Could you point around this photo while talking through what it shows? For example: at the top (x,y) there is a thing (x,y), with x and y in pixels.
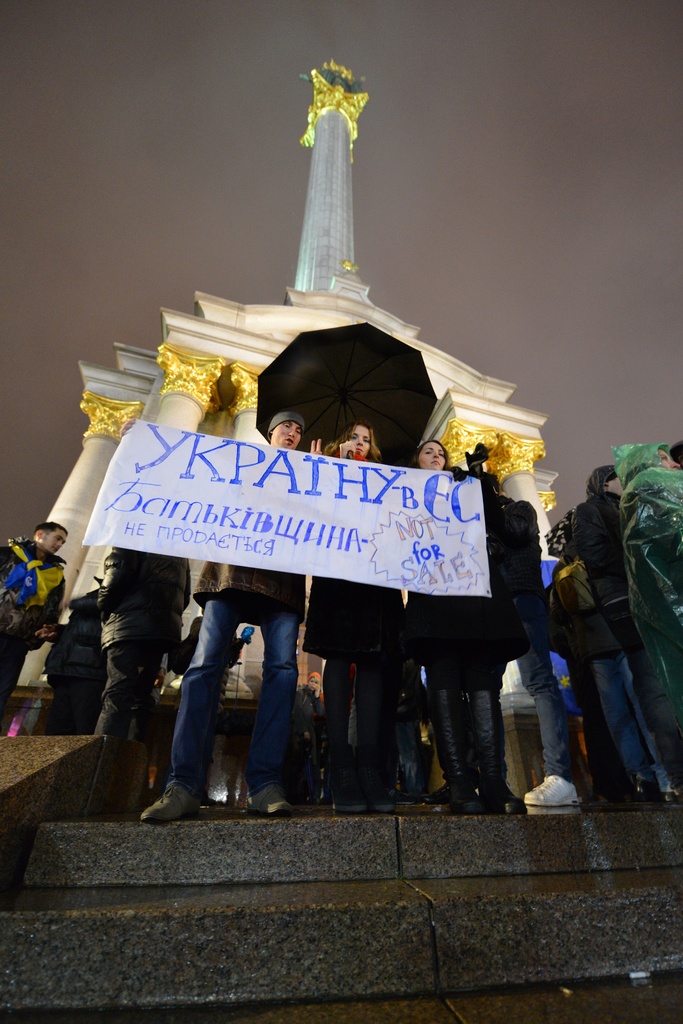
In the image in the center (378,602) we can see few people (378,602) were standing and holding banner (356,470). In the background (576,300) we can see the sky (565,303), clouds (284,247), pillars (85,400), tower (313,266), staircase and few people (588,517) were standing and holding some objects (568,539).
